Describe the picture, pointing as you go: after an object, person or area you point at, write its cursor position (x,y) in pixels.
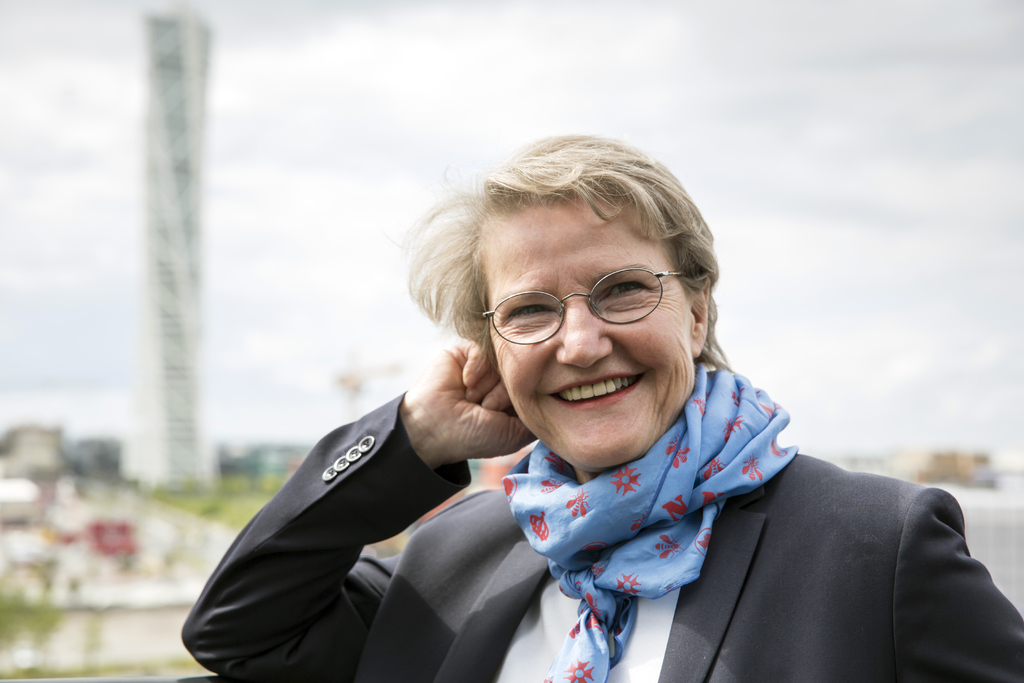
The woman (488,442) in front of the picture wearing a white shirt (553,645) and black blazer (531,599) and a blue scarf (669,550) is smiling. She is wearing the spectacles (556,321) and I think she is posing for the photo. In the background (312,446), there are buildings (17,441) and a tower (163,340). At the top of the picture (676,83), we see the sky (824,292). It is blurred in the background (176,505).
